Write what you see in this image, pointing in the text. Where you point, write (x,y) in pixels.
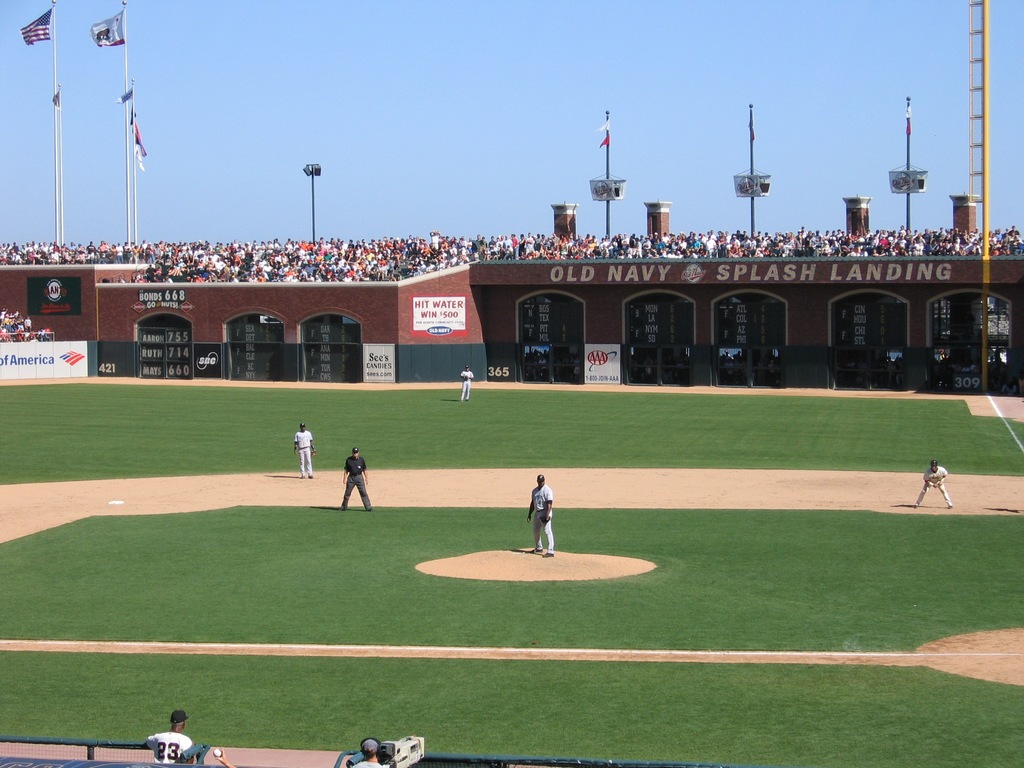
This is a playing ground (447,481). Here I can see few men (355,463) are standing. In the background (166,258) a crowd of people (304,264) sitting in the stadium (459,278) facing towards the ground (269,529) and also there are some poles (129,213). At the top of the image (314,48) I can see the sky (620,37).
